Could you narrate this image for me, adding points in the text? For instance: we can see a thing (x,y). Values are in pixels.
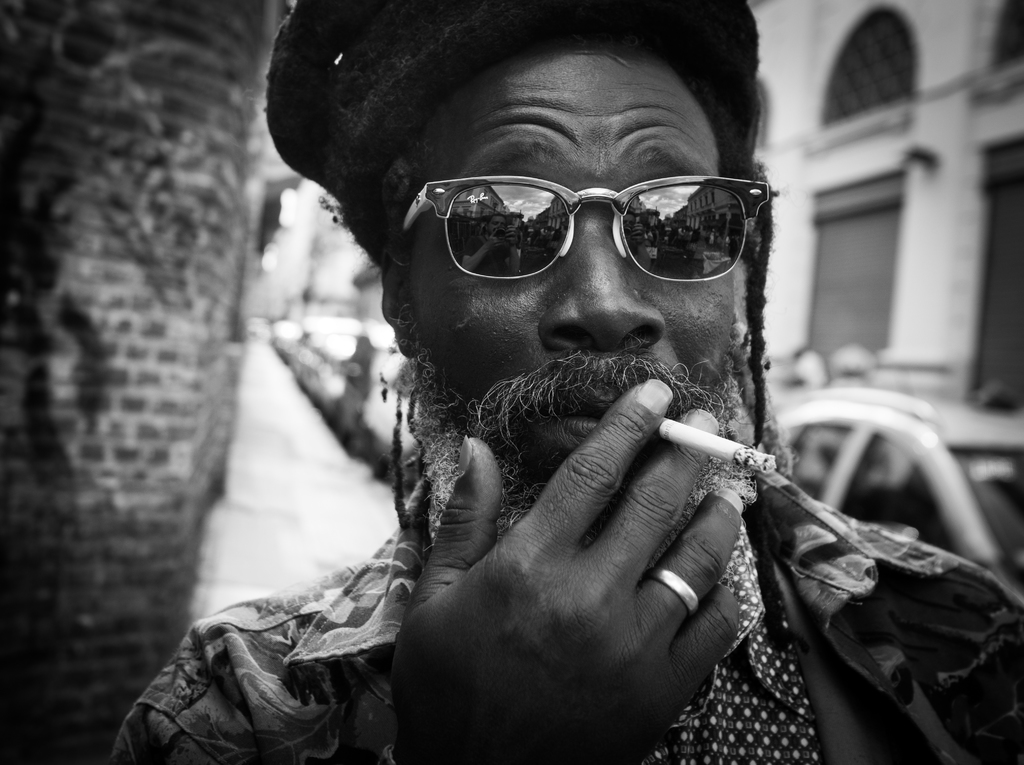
This is a black and white picture, in this image we can see a person (652,474) smoking, there are some vehicles (877,395) on the road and on the right side of the image (916,170) we can see a building (897,149).
